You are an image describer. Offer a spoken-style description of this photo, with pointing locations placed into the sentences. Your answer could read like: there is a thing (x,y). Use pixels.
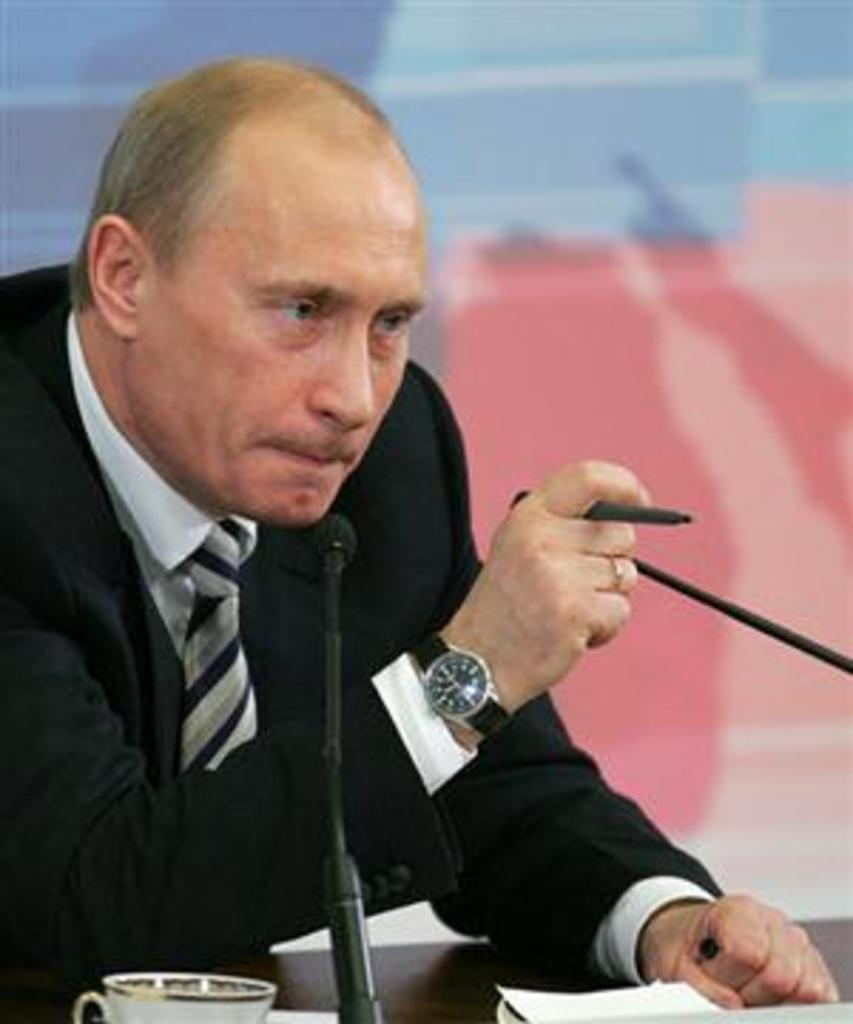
In this image there is a person (397,714) sitting on chair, in front of him there is a table (382,1008) on that table (302,1005) there is cup (209,996), papers (570,1022) and mics (832,664), in the background (676,62) it is blurred.
